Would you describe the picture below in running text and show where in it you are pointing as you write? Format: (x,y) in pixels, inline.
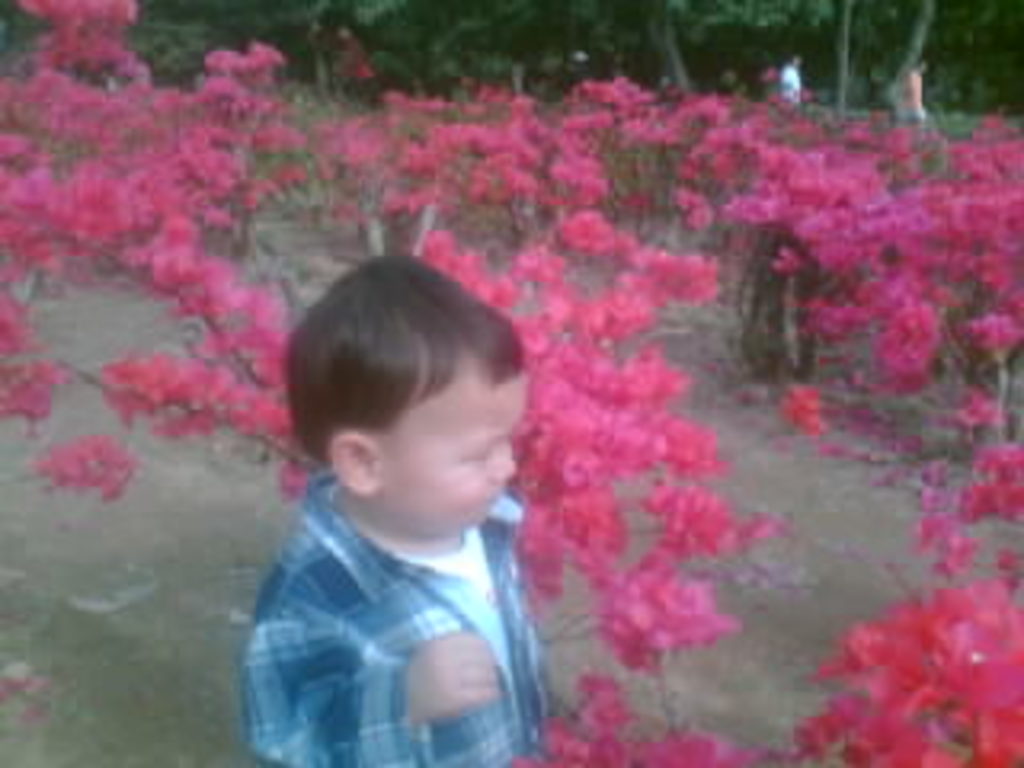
Here in this picture we can see a child (345,412) standing on the ground (807,469) and beside him we can see flower (286,474) covered all over the ground (830,608) and we can also see plants (485,137) and trees (499,11) present and we can see other people (914,80) also standing in the far in blurry manner.
